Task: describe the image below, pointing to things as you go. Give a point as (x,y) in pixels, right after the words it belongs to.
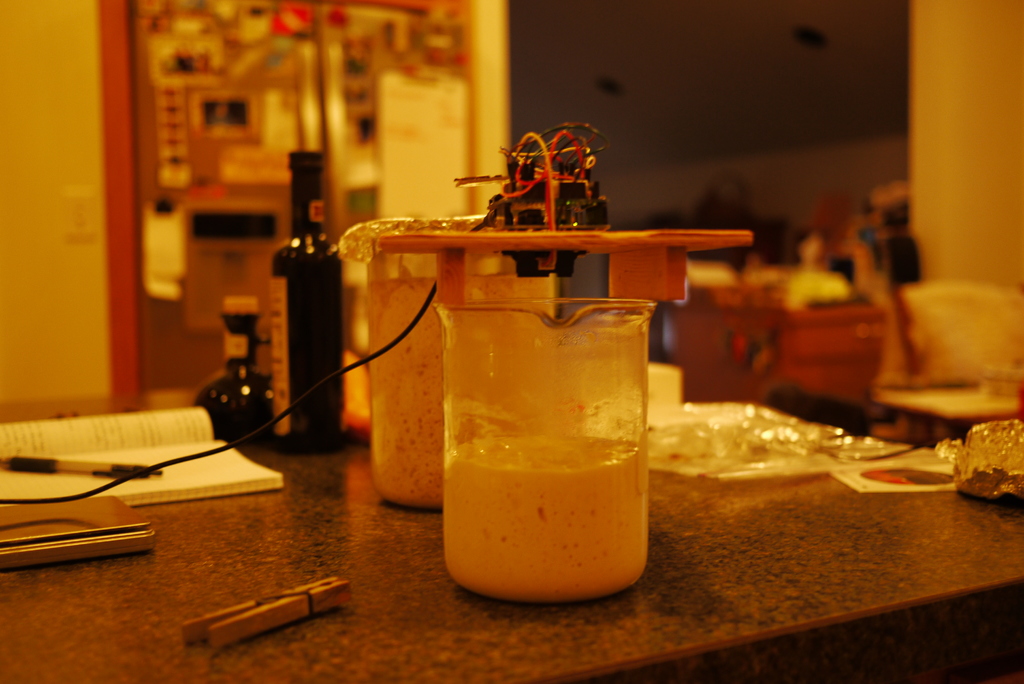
In this image there is a book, pen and an object (23,523) in the left corner (143,480). There is a chair (969,368) and cupboard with objects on it in the right corner (699,306). There is a table (299,487) with bottle (315,263) and some objects (720,245) on it in the foreground (611,392). And there is wall (75,254) and door (149,379) in the background (647,203).
